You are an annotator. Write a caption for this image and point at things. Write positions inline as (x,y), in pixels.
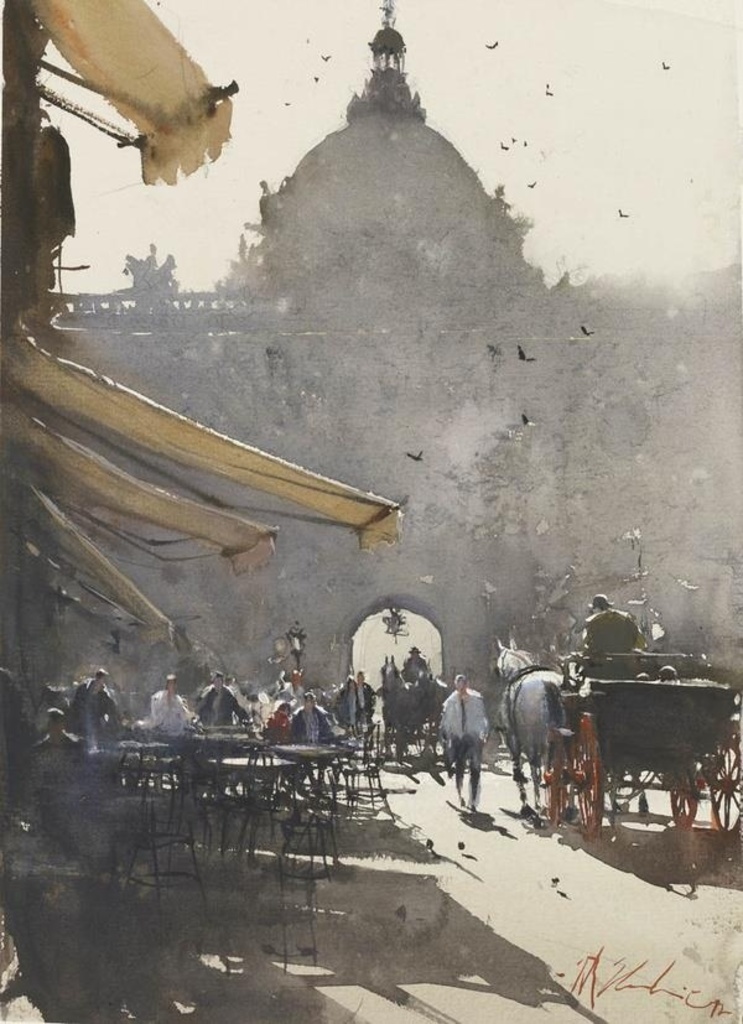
In this picture there are horse carts (509,715) in the image and there are stalls (134,587) on the left side of the image (74,639) and there are chairs (210,804), table (318,754), and people (313,697) in the image and there is a building (558,322) in the background area of the image (471,225) and there are birds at the top side of the image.
